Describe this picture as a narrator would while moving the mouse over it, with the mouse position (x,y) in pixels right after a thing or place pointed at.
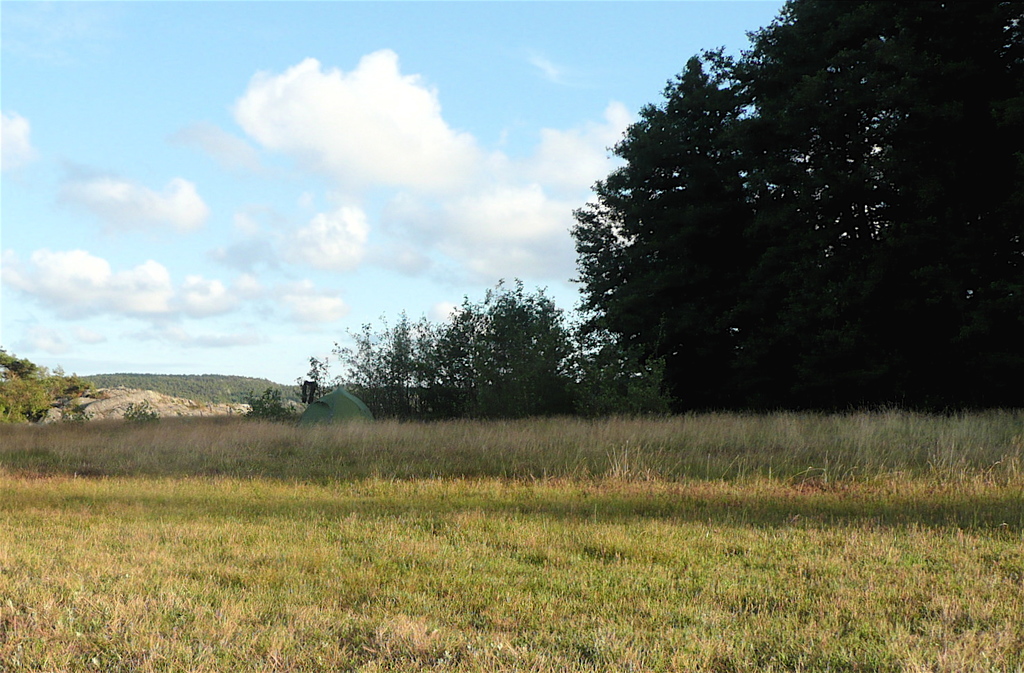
In this image I can see the grass (513,568). On the right side (818,278), I can see the trees (626,338). In the background (317,200), I can see the clouds (361,124) in the sky (142,107).
